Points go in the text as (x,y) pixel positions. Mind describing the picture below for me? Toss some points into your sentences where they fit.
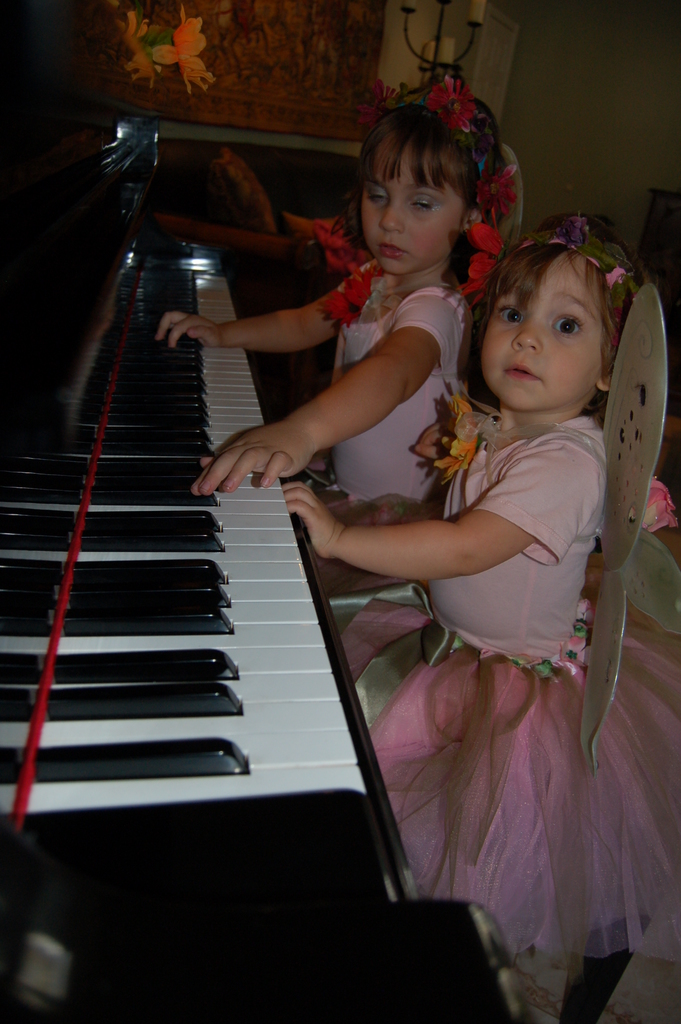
There are two girls (415,387) wearing fairy dresses (418,425). One girl (411,407) is playing a piano (173,531). In the background (217,70) there is a painting (226,53) of a flowers (199,73).
